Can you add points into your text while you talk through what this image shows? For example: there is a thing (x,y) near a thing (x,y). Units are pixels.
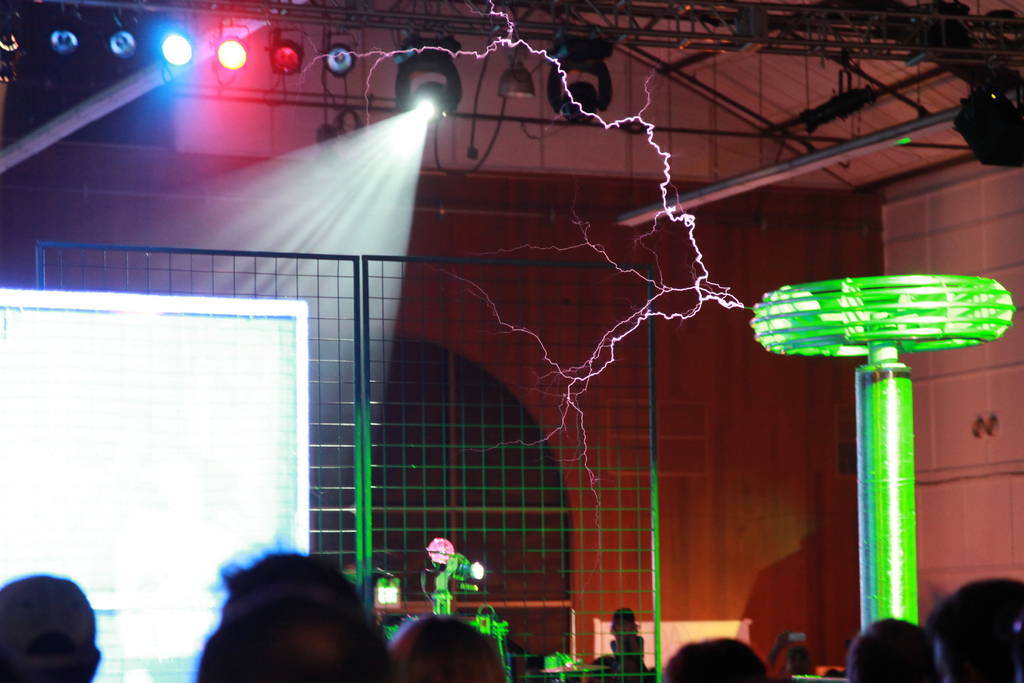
In this image we can see a few people (342,641), there are some lights (131,39), grille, board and some other objects (444,579), at the top (706,39) we can see some metal rods (648,53) and in the background (389,575) we can see the wall (492,335).
